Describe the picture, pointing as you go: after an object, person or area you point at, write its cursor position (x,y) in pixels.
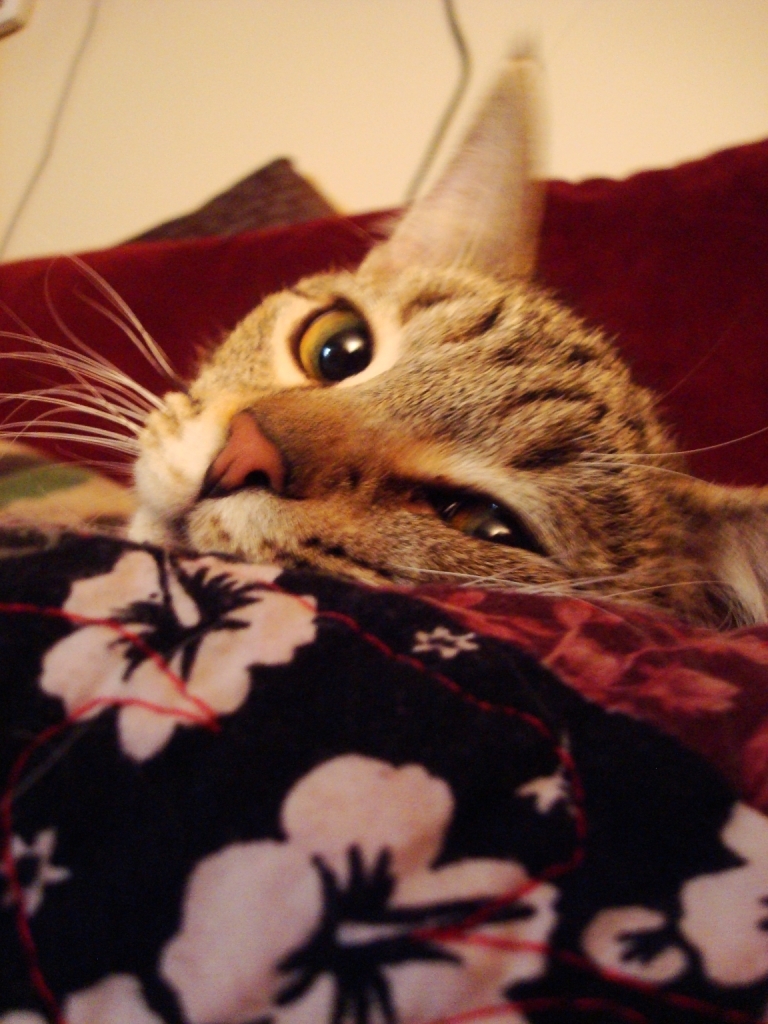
In this picture we can see a cat (296,383), clothes (362,831) and in the background (283,119) we can see the surface (338,83).
